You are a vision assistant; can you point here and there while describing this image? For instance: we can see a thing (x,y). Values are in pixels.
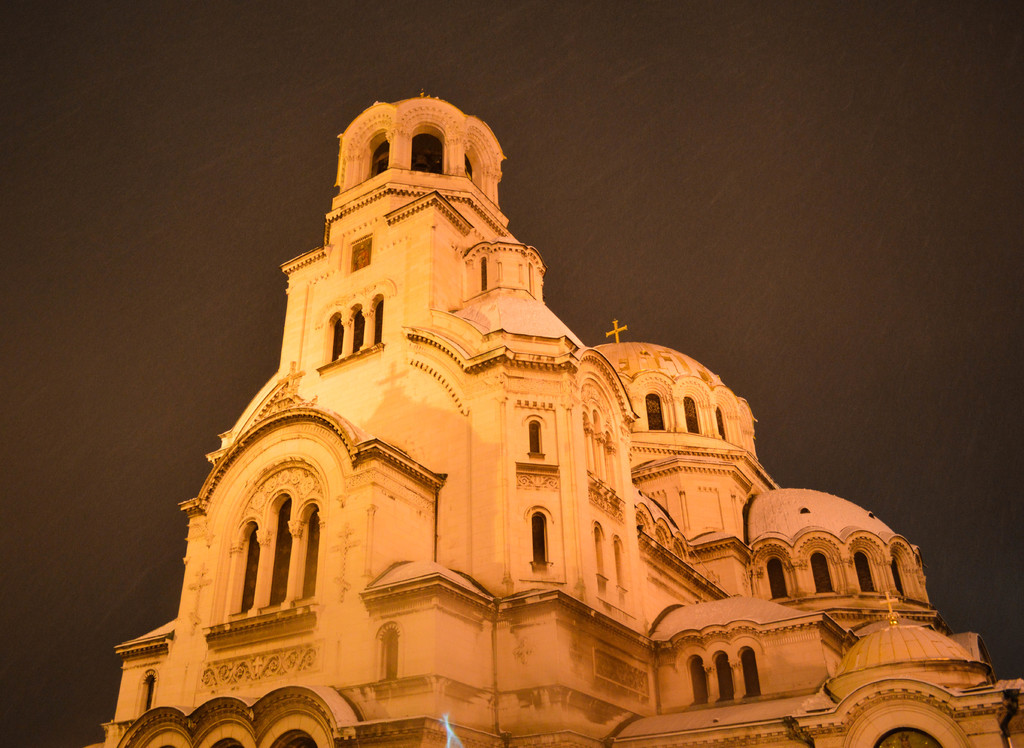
In this image we can see a building (376,270), on the building (532,372), we can see a cross symbol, there are some windows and in the background (632,168), we can see the sky (654,138).
